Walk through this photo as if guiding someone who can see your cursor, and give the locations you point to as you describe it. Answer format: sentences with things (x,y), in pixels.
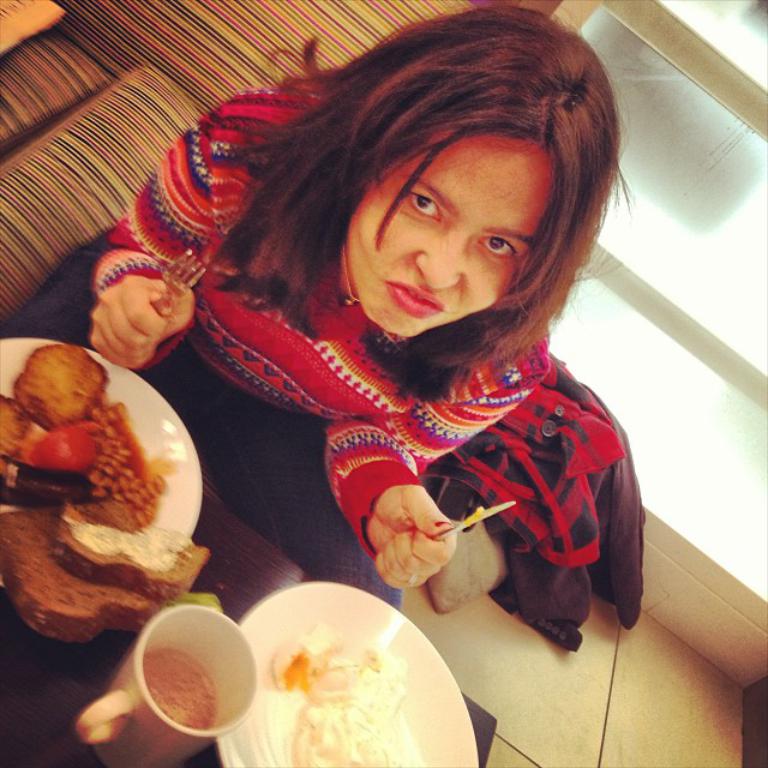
Here in this picture we can see a woman (379,194) sitting over a place and in front of her we can see a table (199,581) having plates (175,511) of food (331,711) and a cup (142,633) and she is holding a fork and butter knife (480,509) in her hands (431,546) and making an facial expression and beside her we can see a jacket (521,410) present and behind her we can see a window (657,179) present.
